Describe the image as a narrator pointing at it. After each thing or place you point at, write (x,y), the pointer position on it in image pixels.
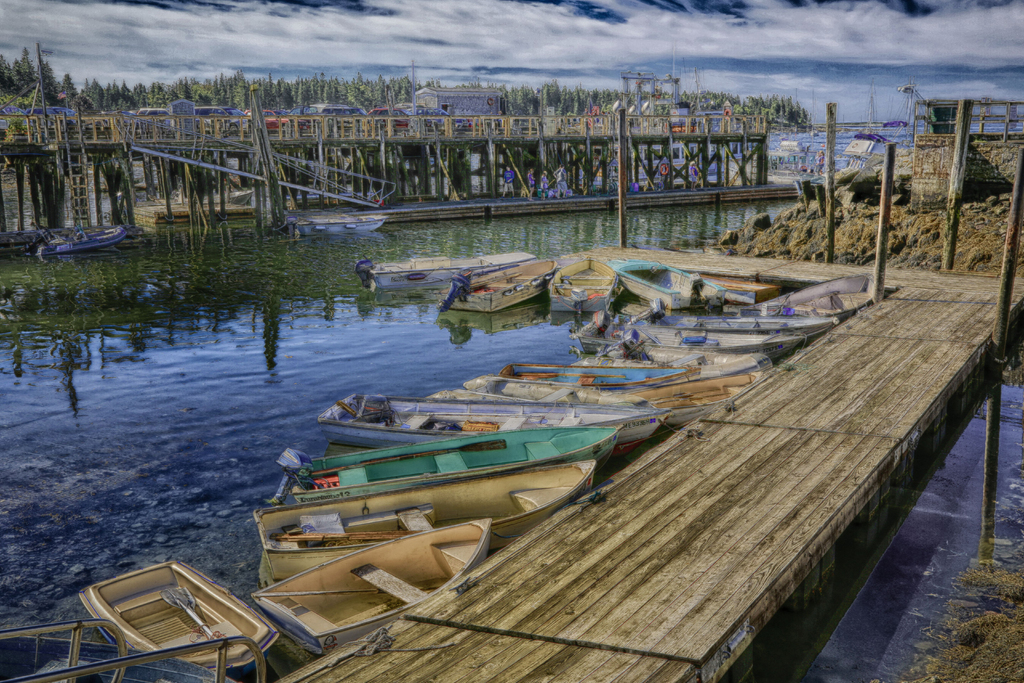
In this image at the bottom (563,533), there are boats (609,322), bridge (648,467), sticks (1001,329) and water (947,610). In the middle (381,429) there are boats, bridge (406,195), houses (186,114), trees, sky (866,102) and clouds (639,43).
